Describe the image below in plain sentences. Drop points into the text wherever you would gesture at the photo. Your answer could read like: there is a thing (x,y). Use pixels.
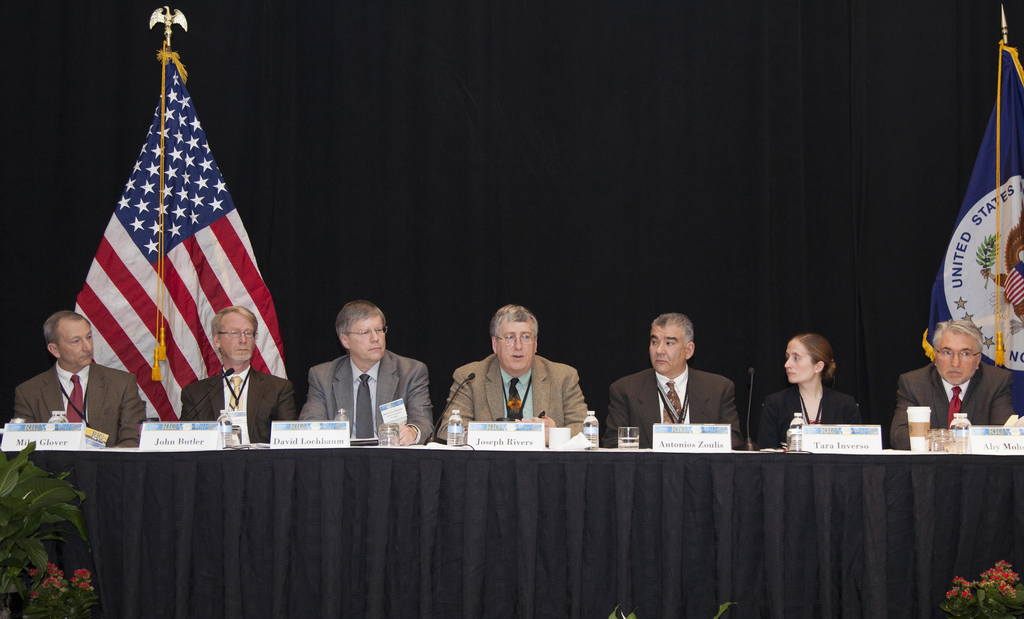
In the center of the image (354,325) there are people (89,346) sitting on chairs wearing suits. In front of them there is a table (159,458) with black color cloth (556,551) with objects (574,436) on it. In the background of the image (119,329) there are flags (118,258). There is a black color cloth (481,126). At the bottom of the image (49,530) there are plants (61,589).
